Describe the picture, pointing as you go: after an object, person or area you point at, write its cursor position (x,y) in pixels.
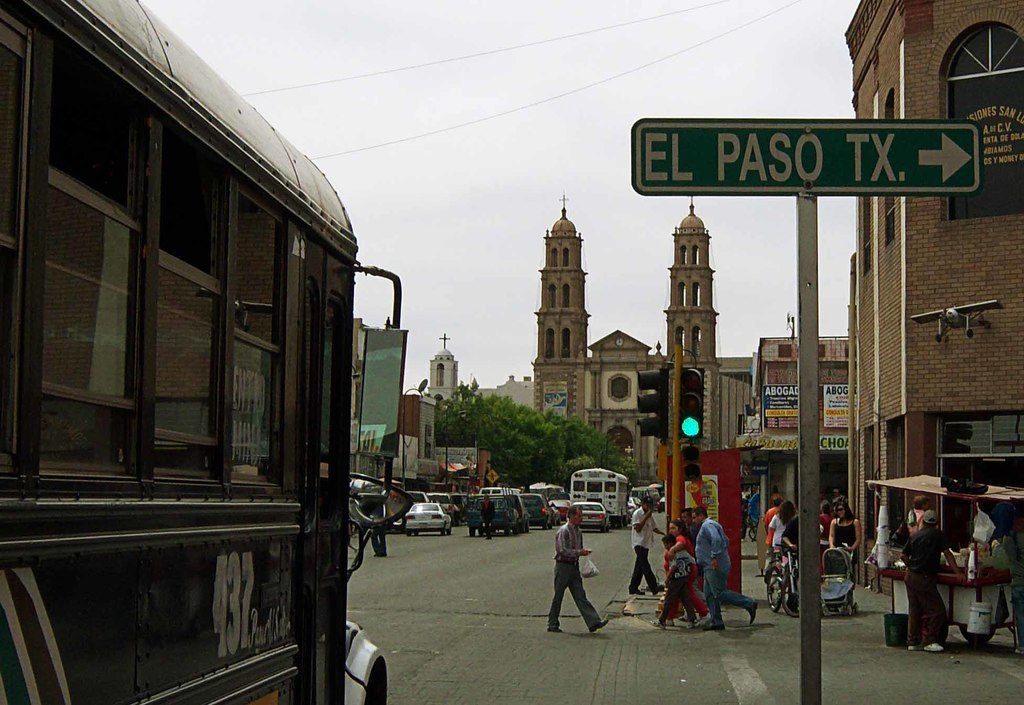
This picture shows a few buildings (491,392) and we see trees (480,407) and we see few people (638,565) walking and a name board (759,188) to the pole (815,226) and a man (572,571) walking and holding a carry bag (590,566) in his hand (583,549) and we see traffic signal lights (693,388) and few advertisement hoardings (796,403) on the wall (821,387) and we see a cart (947,604) on the side and a cloudy sky (421,109).
